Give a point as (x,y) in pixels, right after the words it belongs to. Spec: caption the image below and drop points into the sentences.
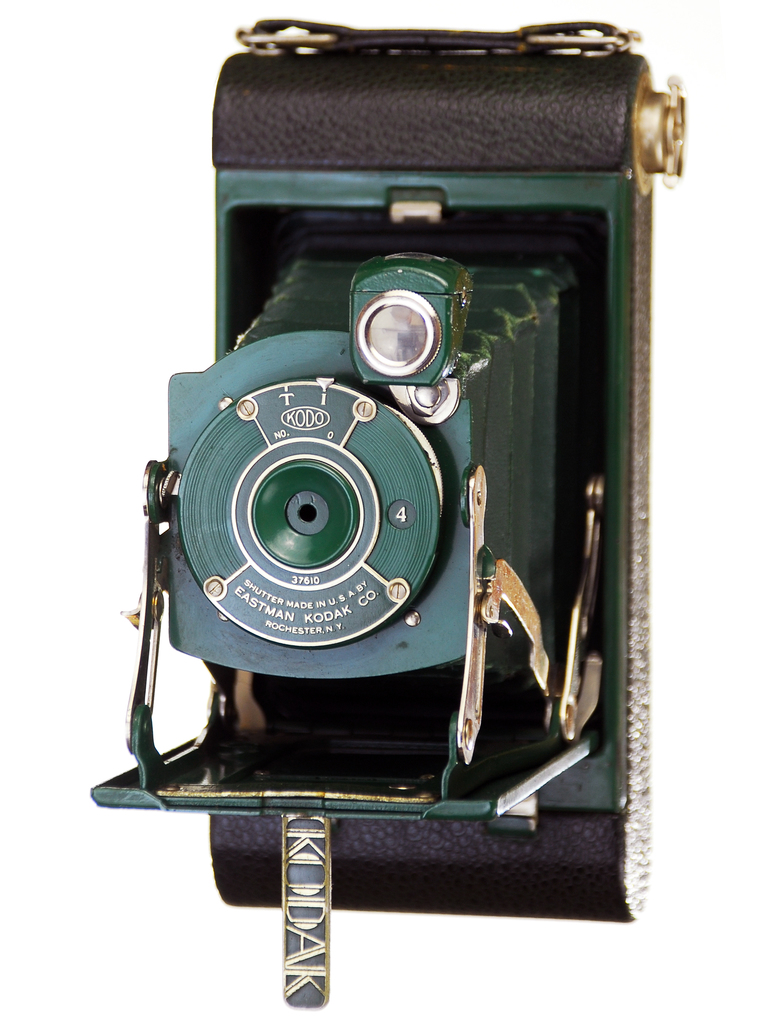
In this image there is an old camera (537,686).
